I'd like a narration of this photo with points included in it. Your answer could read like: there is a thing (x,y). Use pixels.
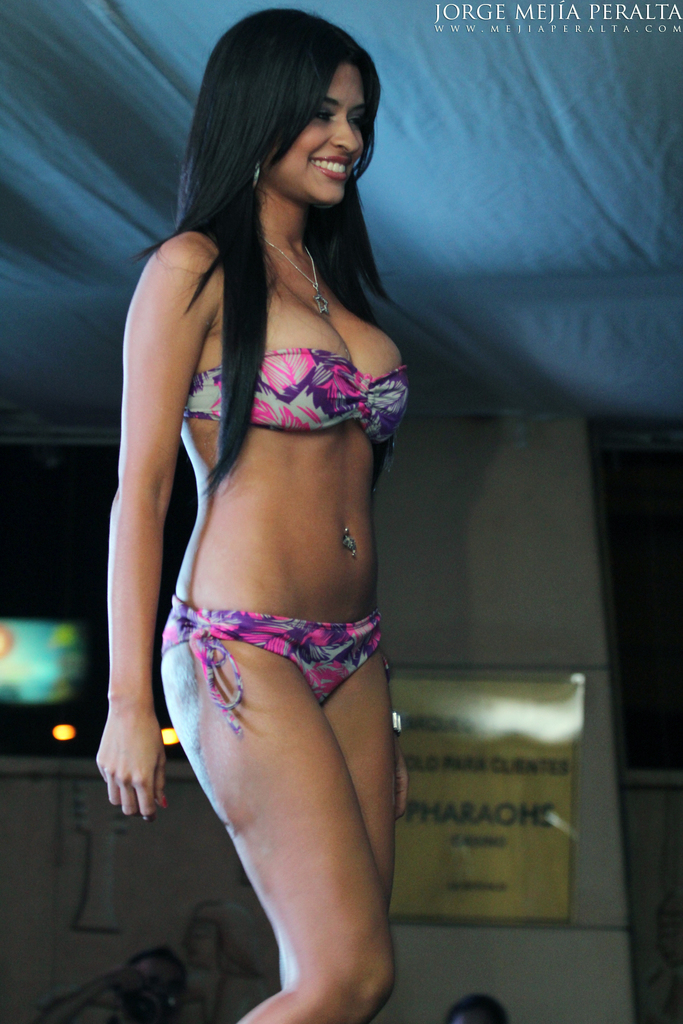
In this picture I can observe a woman (254,419) wearing pink color dress (301,425). She is smiling. I can observe white color text (528,27) on the right side of the image (541,10). In the background (494,150) there is a blue color fabric roof (511,205).
